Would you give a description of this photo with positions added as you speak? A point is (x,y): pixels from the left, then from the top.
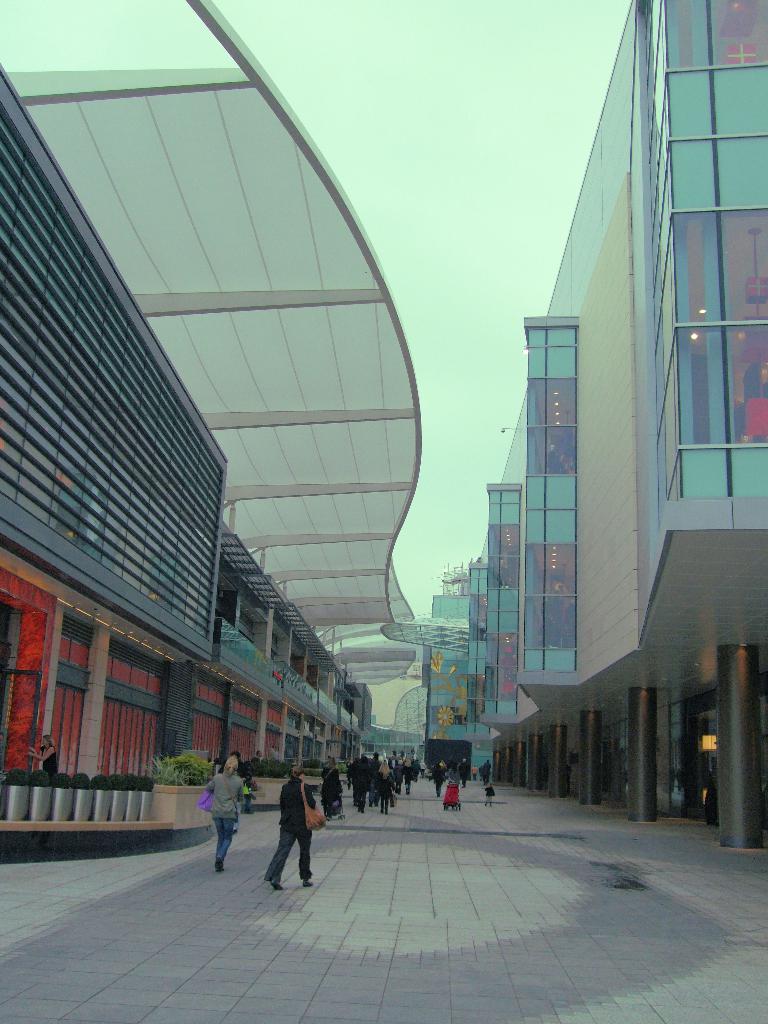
This is a street view. On the right side (576,511) there is a building (517,773) with pillars (523,737). On the left side (109,626) there is another building (168,660) with pillars (106,638). On the sides there are plants (126,788). And many people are walking. In the background (432,232) there is sky (444,233).
